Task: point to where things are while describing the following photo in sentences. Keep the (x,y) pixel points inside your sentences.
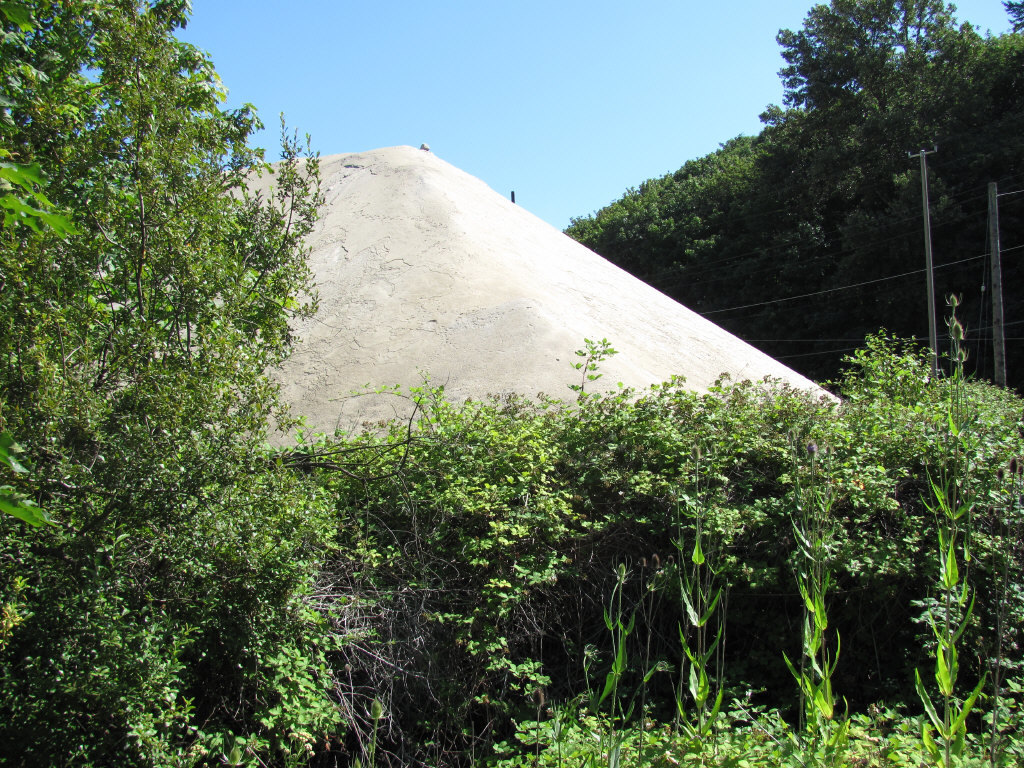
Here we can see trees (966,132), plants (886,565) and current pole (995,339). Sky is in blue color.
